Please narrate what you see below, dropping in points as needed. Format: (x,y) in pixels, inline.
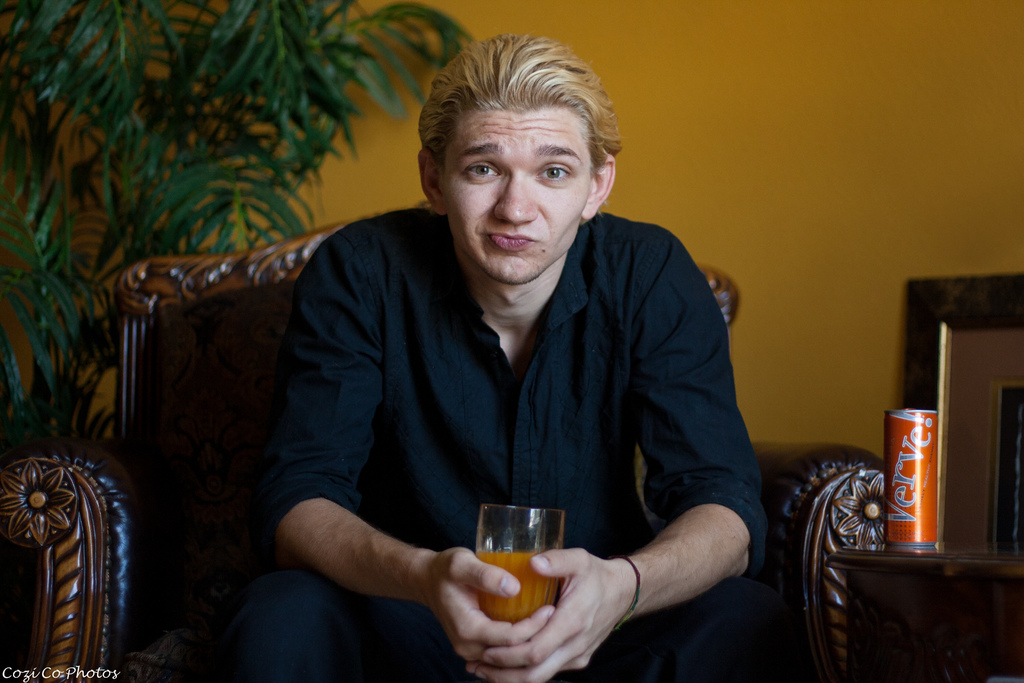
In the middle of this image (544,251), there is a person (467,320) sitting on a chair (240,502) and holding a glass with both hands (581,590). This glass (532,549) is filled with juice (517,554). On the right side (908,535), there is a tin (907,434) placed on a wooden object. In the background (203,97), there is a plant (65,226) and there is a yellow color wall (857,144).
